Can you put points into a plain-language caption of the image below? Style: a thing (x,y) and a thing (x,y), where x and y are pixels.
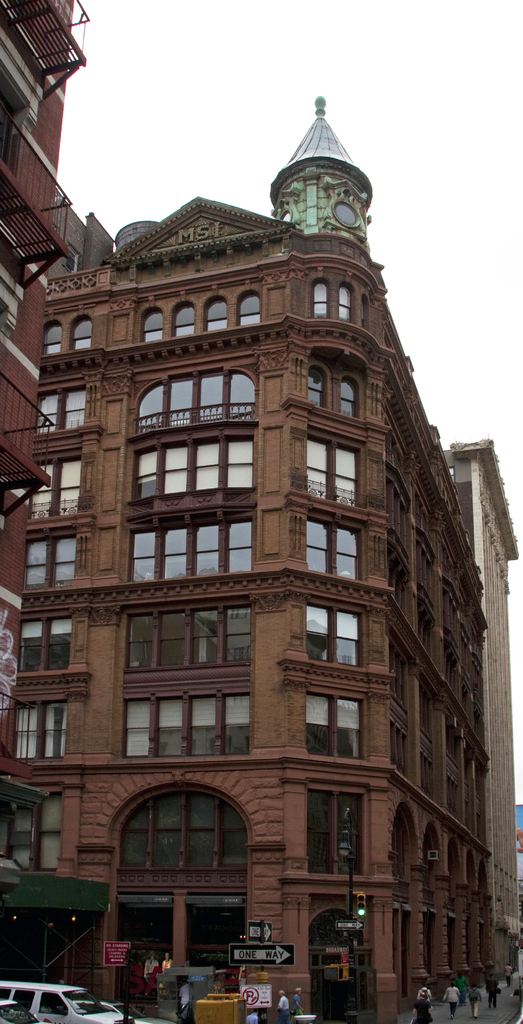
In this image we can see the buildings (280,672), there are vehicles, people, boards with the text (148,987) and some other objects (165,1006) on the ground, in the background (222,8), we can see the sky (228,3).
